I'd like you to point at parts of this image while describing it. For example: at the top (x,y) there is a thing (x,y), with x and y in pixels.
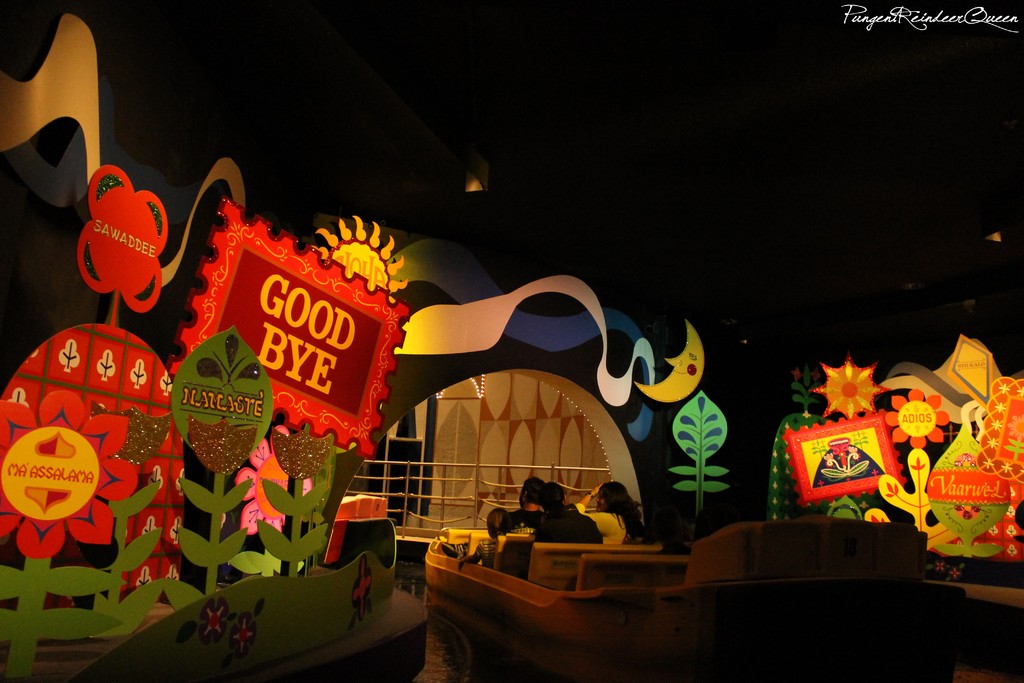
In this image, in the middle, we can see a vehicle (737,603), in the vehicle (632,558), we can see a group of people (604,503) sitting. On the right side (967,525), we can see some posters (837,484). On the left side (317,337), we can also see some posters (225,392). At the top (720,189), we can see few lights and black color.
